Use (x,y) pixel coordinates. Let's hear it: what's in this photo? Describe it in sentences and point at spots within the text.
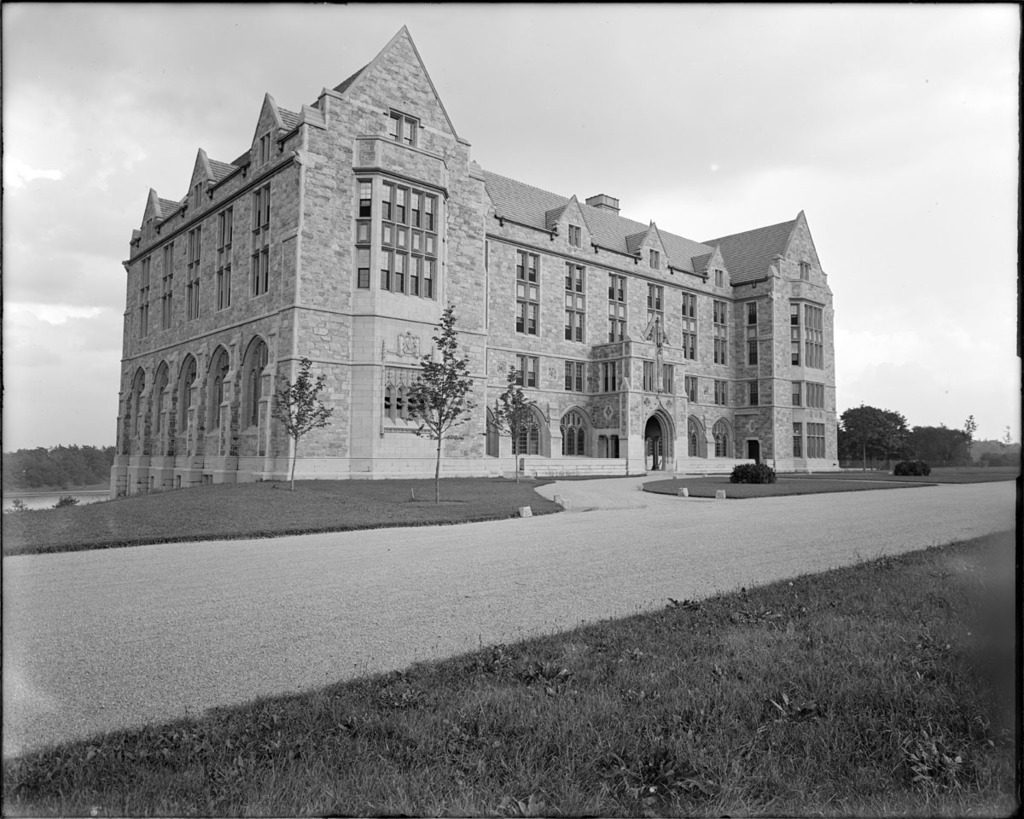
In this picture I can see building (547,397), trees (975,456) and few plants (742,471) and I can see water (52,494) and grass (506,714) on the ground (689,718) and I can see a cloudy sky (501,143).
